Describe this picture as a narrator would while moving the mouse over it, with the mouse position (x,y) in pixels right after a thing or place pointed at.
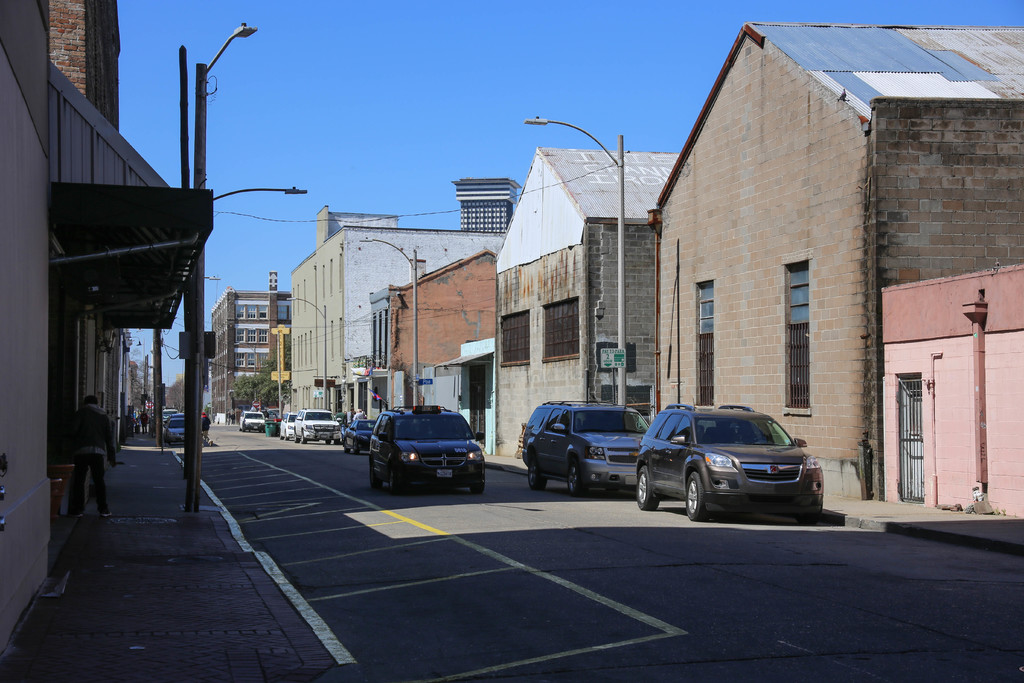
This picture is taken on the wide road (877,679). In this image, in the middle (378,444), we can see few cars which are placed on the road (313,528). On the right side (730,243), we can see some buildings (692,309), glass window (703,296), street light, door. On the left side (54,260), we can also see some buildings (80,366), a group of people (142,413), street light (194,445). In the background (242,324), we can see some trees (237,376), building (237,376), window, electric wires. At the top (349,100), we can see a sky (429,57) which is in blue color, at the bottom (518,555), we can see a road (443,553) and a footpath (192,558).
